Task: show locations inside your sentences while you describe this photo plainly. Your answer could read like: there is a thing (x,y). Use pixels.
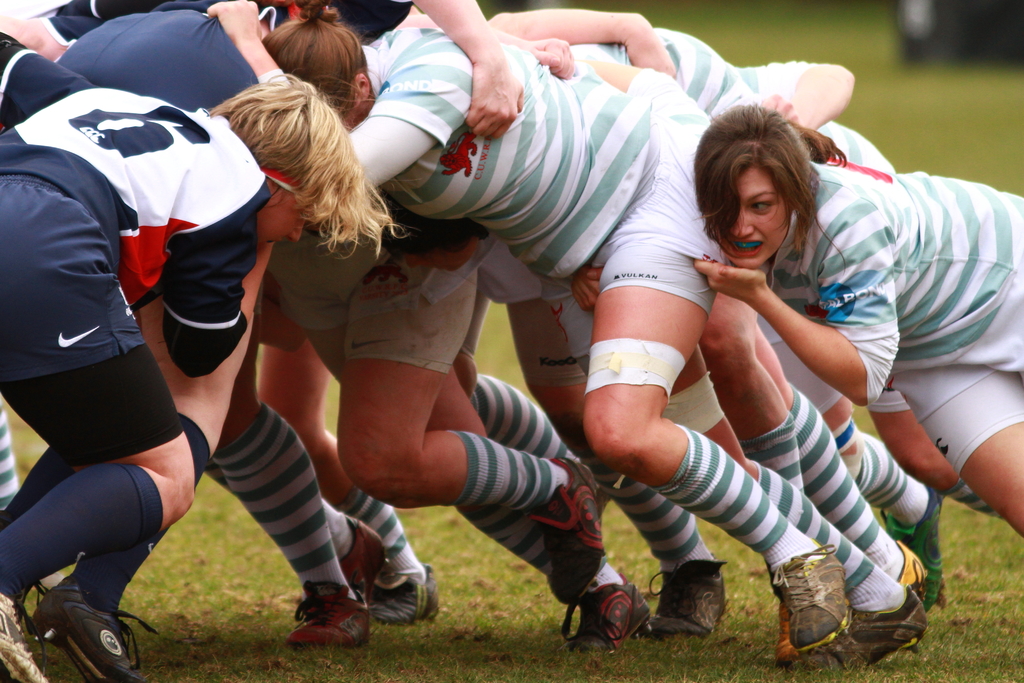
Here I can see few people (583,239) wearing t-shirts (544,159) and shorts (645,211). It seems like they are playing a game. On the ground (474,634), I can see the grass (464,666).
